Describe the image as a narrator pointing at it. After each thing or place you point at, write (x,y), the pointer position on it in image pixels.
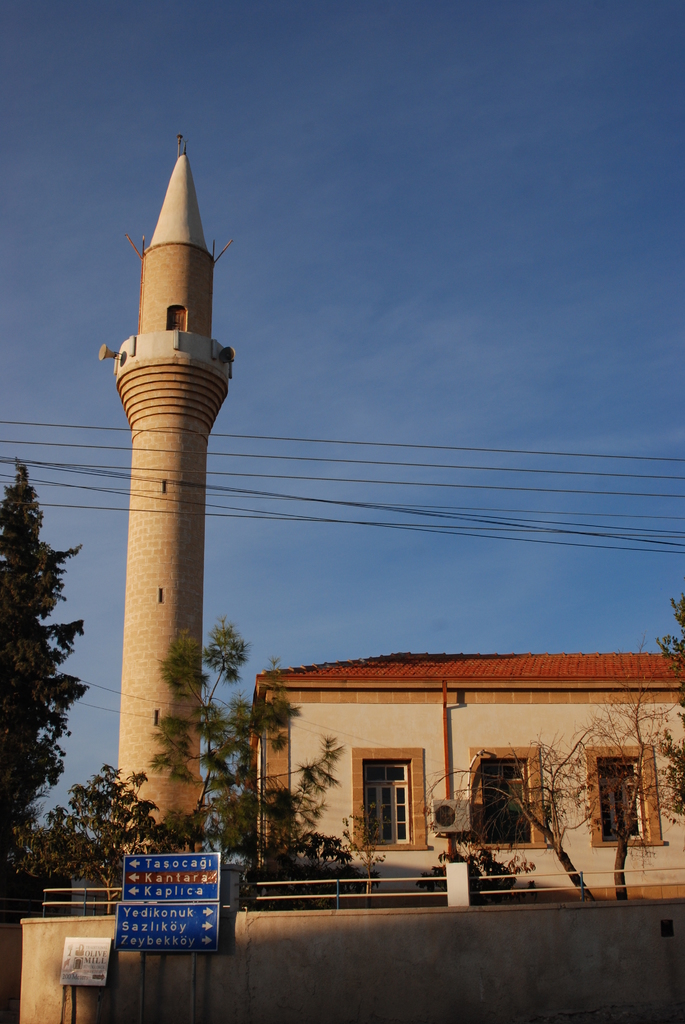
In this image, we can see a tower (132,699), building (677,725), trees (4,663), windows (379,802), wall (355,718). At the bottom (376,950), there is a wall (505,972), boards (175,943), rods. Background (309,451) we can see the sky (366,494). Here we can see the wires (382,464).
